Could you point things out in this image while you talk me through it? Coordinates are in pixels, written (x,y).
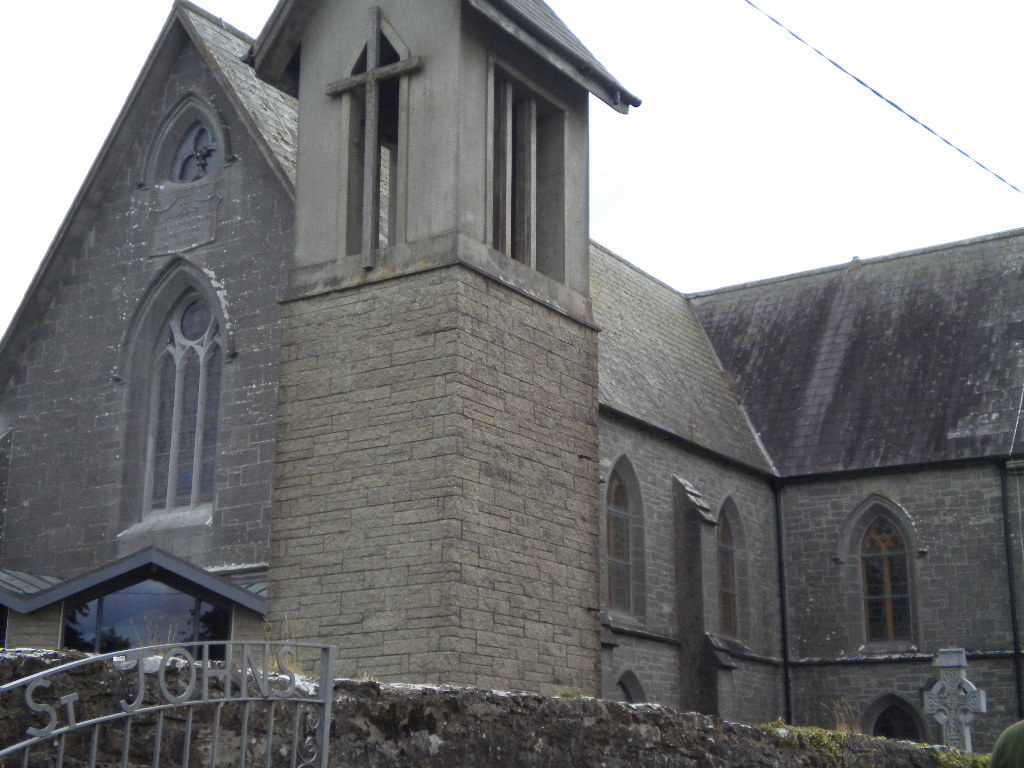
In the image there is a building (323,390) in the back (564,446) with a wall (214,689) and gate (86,658) in front of it and above its sky (738,110).
